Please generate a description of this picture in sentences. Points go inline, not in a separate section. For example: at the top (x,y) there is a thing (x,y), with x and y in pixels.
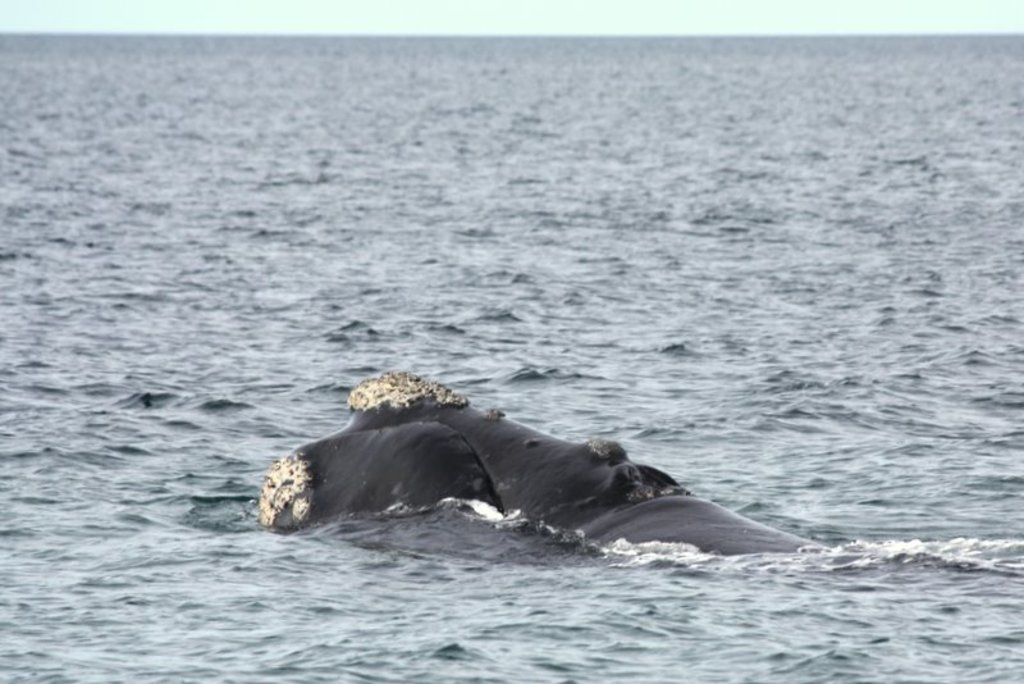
There is a sea animal (713,542). This is water (629,177). In the background (904,8) there is sky (833,5).
